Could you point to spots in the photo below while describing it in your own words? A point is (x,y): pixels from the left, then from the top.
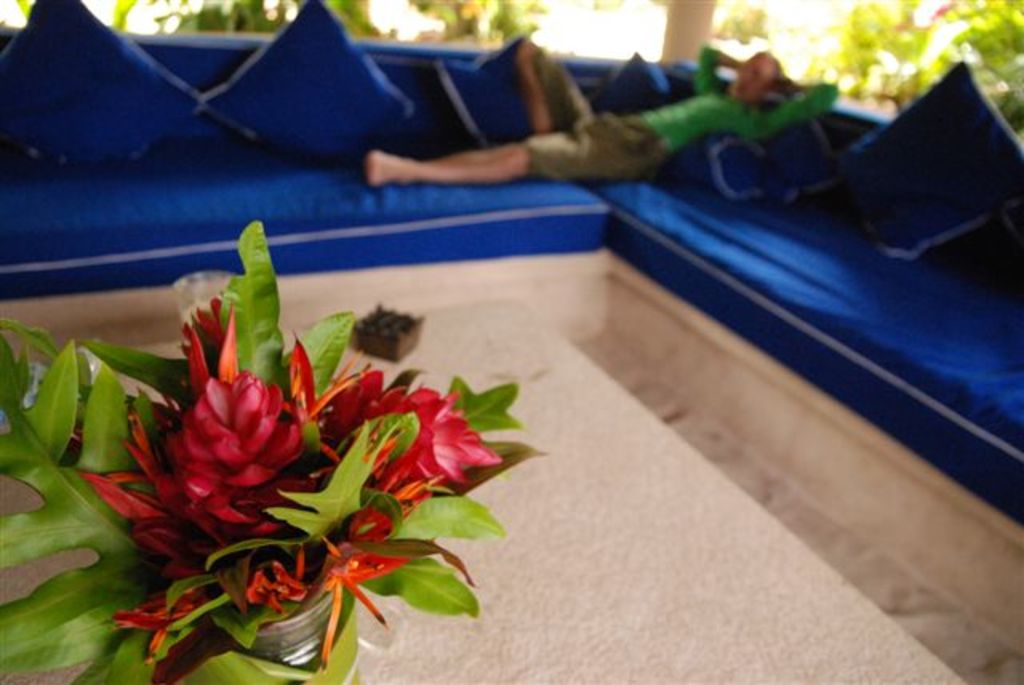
In this picture we can see a house plant (272,344) and a wooden object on a cream surface (285,338). We can see a person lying on a sofa (304,253). There are few pillows (328,65) on this sofa (398,68). We can see some plants (180,10) and a pillar (696,35) in the background (976,69).
